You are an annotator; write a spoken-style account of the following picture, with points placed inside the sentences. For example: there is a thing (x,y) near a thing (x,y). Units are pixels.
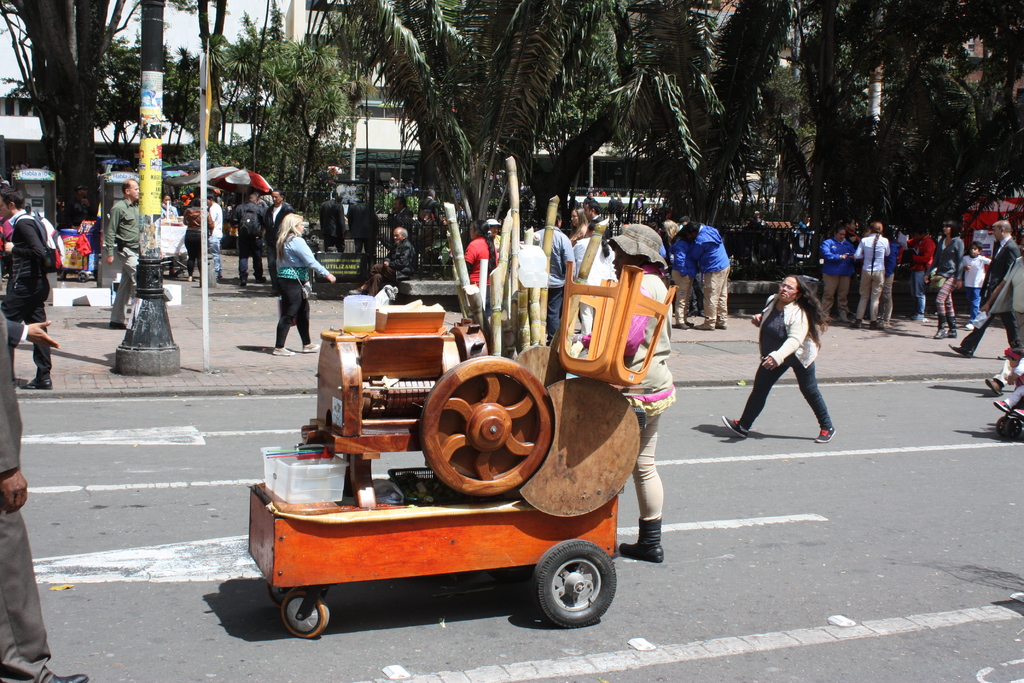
In this picture there is a sugarcane machine (372,440) in the center of the image (346,409) and there are people (767,330) on the right (955,295) and left side of the image (131,218), it seems to be the road side view, there are buildings (10,107) and trees (609,143) in the background area of the image (527,187).
